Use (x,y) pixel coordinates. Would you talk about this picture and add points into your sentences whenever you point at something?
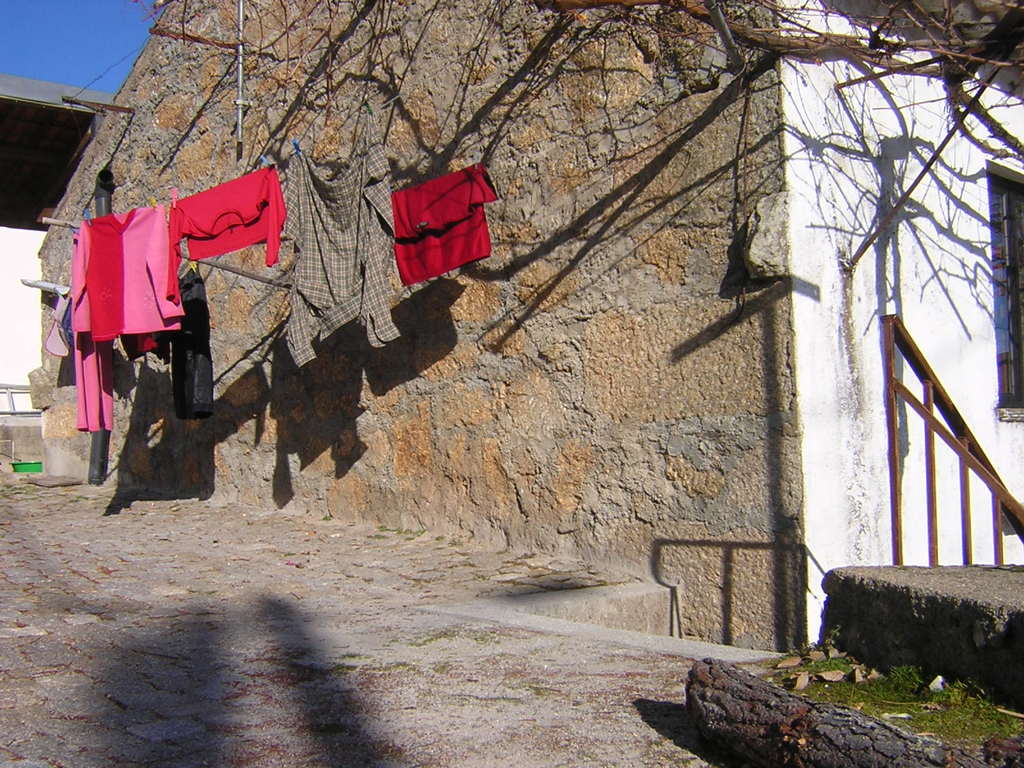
In the image there are few clothes (248,237) hanging on to rope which tied to wall (697,144) of home (955,206), on the right side (934,464) there is a staircase (975,457) and on the top (89,31) its sky (87,36).
